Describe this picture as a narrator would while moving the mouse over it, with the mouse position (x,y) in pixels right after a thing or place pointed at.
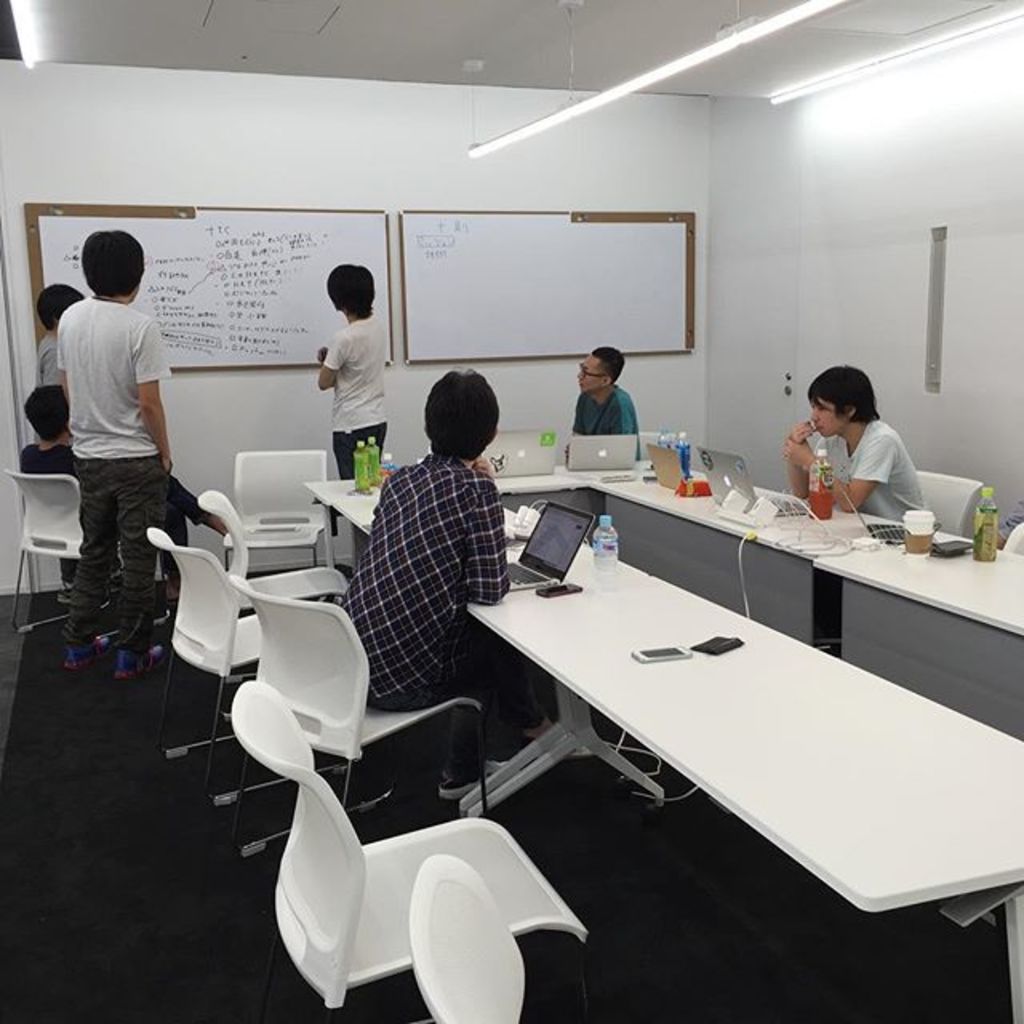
The image looks like a room (911,267) in which there are few students (81,501) who are looking at the white board (237,285) which is in front of them. Some students (370,638) are sitting on the chair (356,641) which is in front of the table (631,676). On the table (657,624) there are mobiles (654,659), laptops (884,534), bottles (674,442), cups (921,530), routers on it. At the top (762,31) there are lights (762,31).
